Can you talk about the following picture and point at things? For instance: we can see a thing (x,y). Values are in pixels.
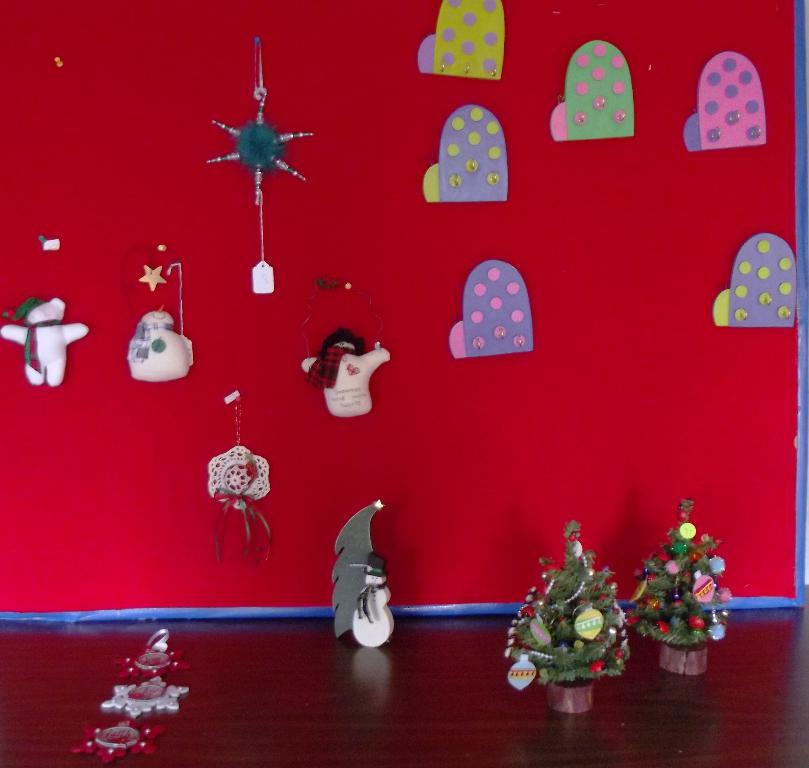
In this picture I can see there is a board (161,505) here and there are some snowman keychains (328,357) and many other placed here. There are Christmas trees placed here on the table (55,709).
